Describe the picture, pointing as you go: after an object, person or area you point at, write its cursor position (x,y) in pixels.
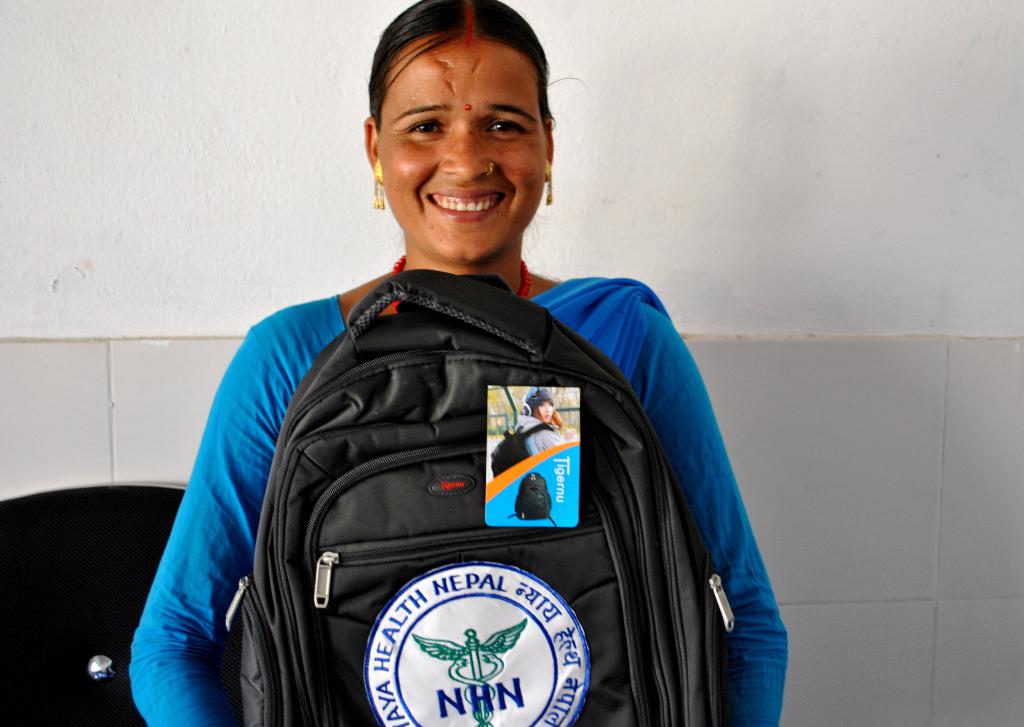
There is a woman (474,266) holding a bag (378,501) with a smile (487,195) on her face (471,195). She is in blue color dress (638,366). Behind her there is a wall (185,186) in the background (141,268).
